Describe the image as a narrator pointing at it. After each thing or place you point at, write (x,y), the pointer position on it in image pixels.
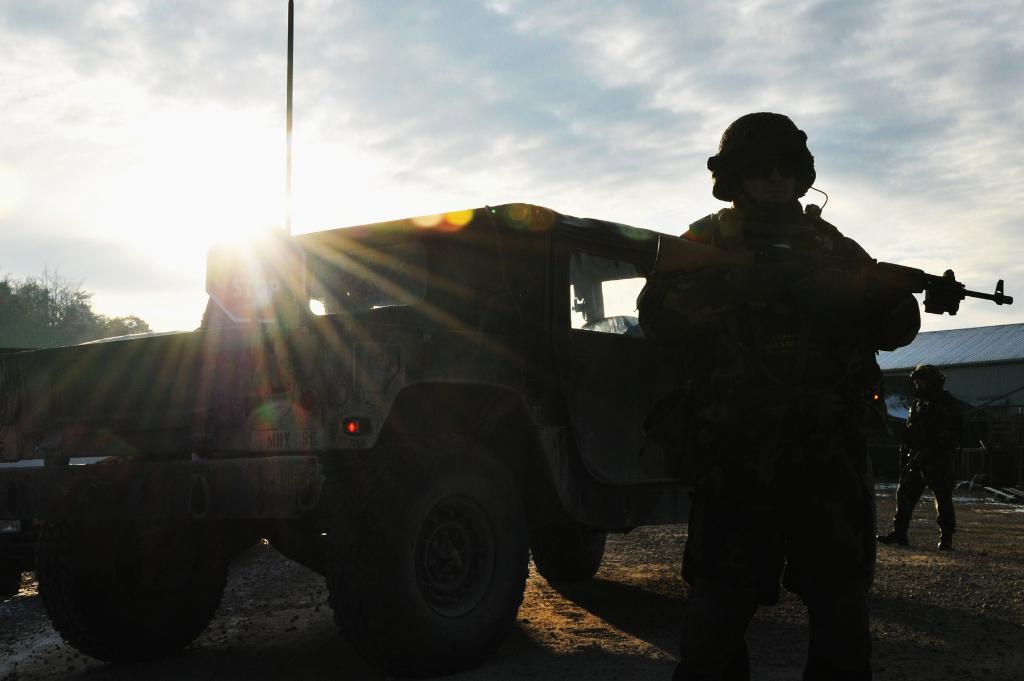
This picture shows a jeep (601,340) and we see couple of men (742,424) standing and they wore helmets (800,173) on their heads (915,374) and we see a man (875,293) holding gun (864,264) in his hand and we see a cloudy sky (606,104) and a tree (23,314) on the side and we see a house (934,360).
